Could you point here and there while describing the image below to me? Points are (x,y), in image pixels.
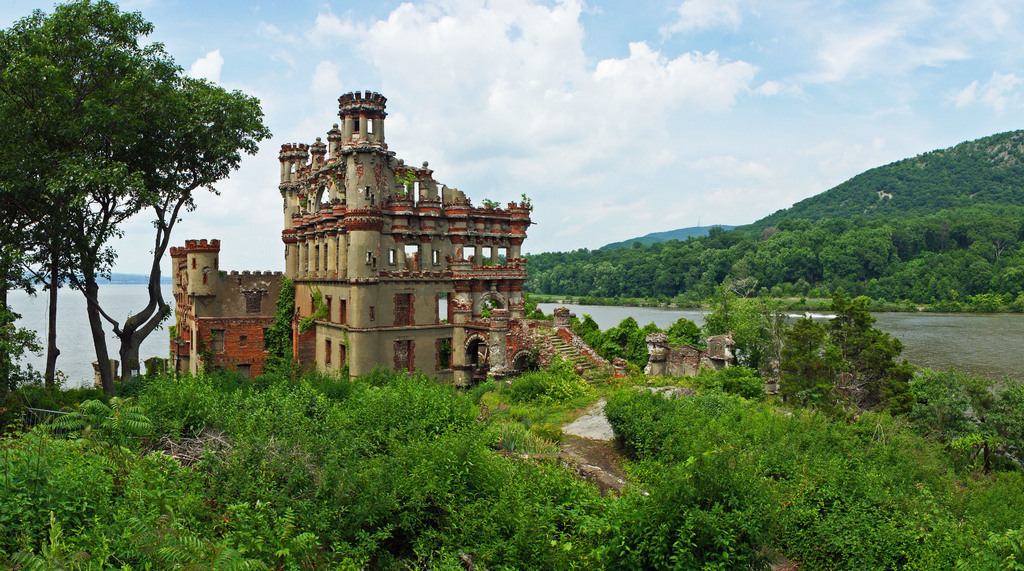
In the picture I can see few plants (768,457) and trees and there is a building (369,287) which has a staircase (574,354) in front of it and there is water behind the building (254,294) and there is a mountain (776,235) and few trees (867,239) in the right corner (833,229).
